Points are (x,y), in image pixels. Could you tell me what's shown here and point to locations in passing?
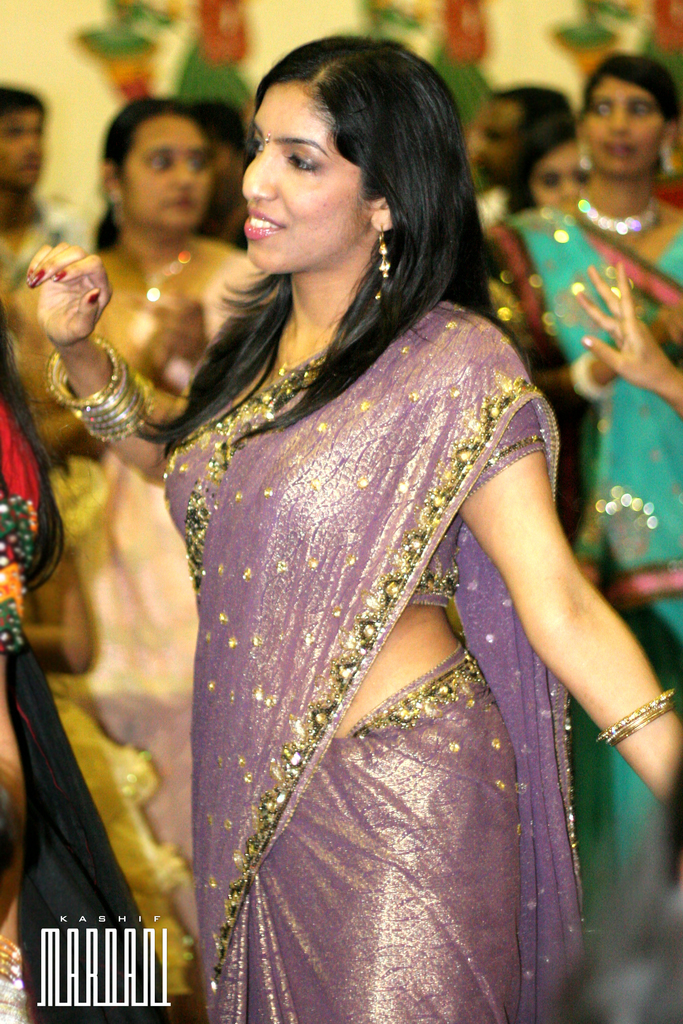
In this image we can see there is a woman (385,548) wearing saree (382,382) is standing in the middle (291,677), beside her there are so many other people (139,176).
